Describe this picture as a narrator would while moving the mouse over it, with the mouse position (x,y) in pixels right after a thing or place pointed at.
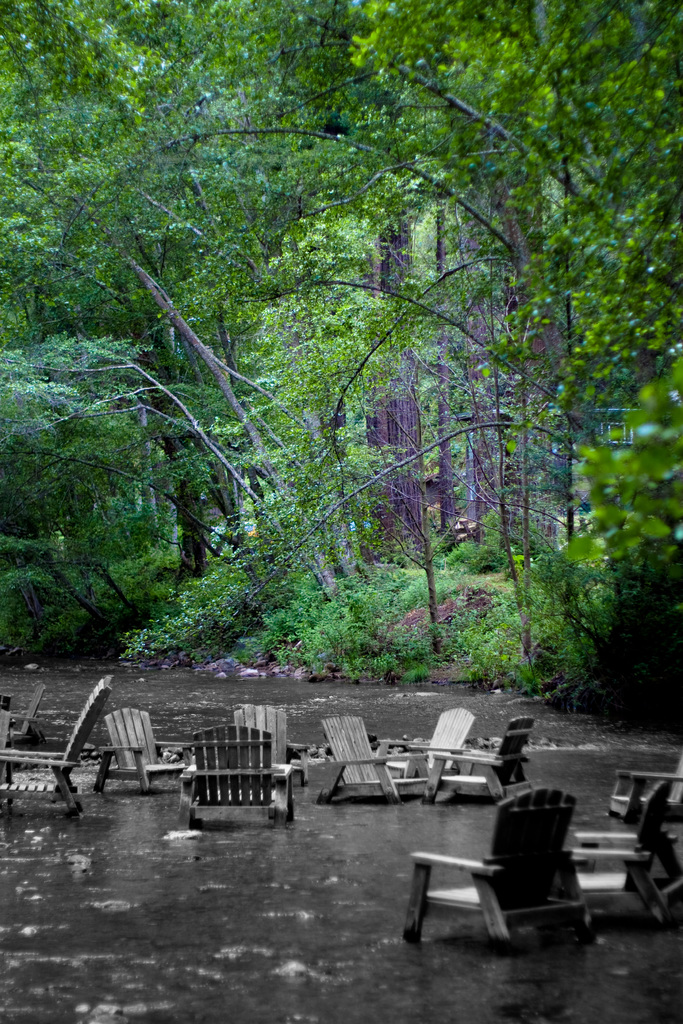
In this picture we can see a group of chairs (249,784) on water (291,737), grass (420,576) and in the background (358,569) we can see trees (329,344).
